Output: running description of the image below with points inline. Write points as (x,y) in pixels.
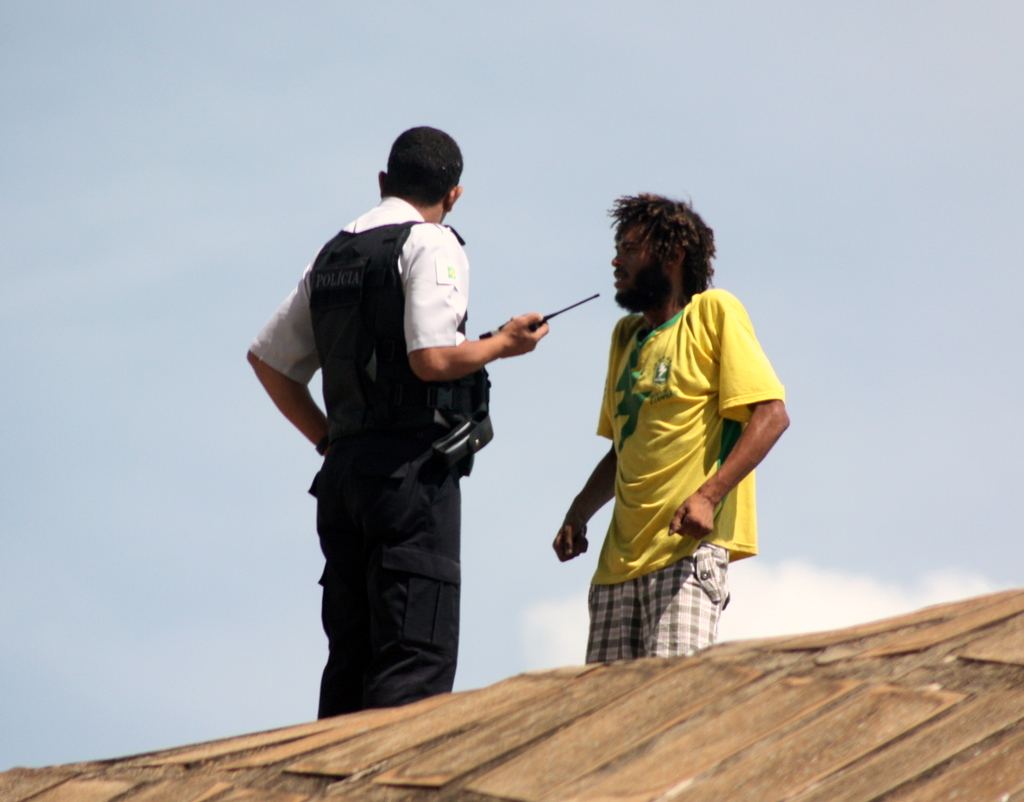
In this image we can see two people (607,497) standing. At the bottom of the image (798,714) there is surface (723,712). In the background of the image (215,296) there is sky (153,215) and clouds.
